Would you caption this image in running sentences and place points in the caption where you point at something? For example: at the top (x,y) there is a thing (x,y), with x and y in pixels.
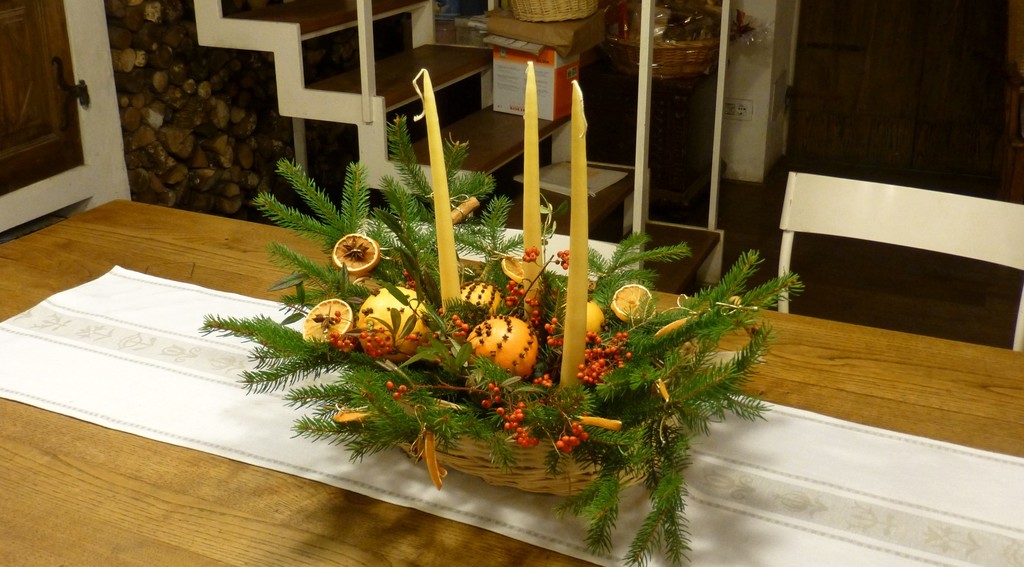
In this picture we can see a chair (896,203) and a basket (428,359) on the table (297,425), in the background (544,105) we can see few boxes (529,58), basket (635,50) and other things (632,37), also we can see few metal rods (721,163).
